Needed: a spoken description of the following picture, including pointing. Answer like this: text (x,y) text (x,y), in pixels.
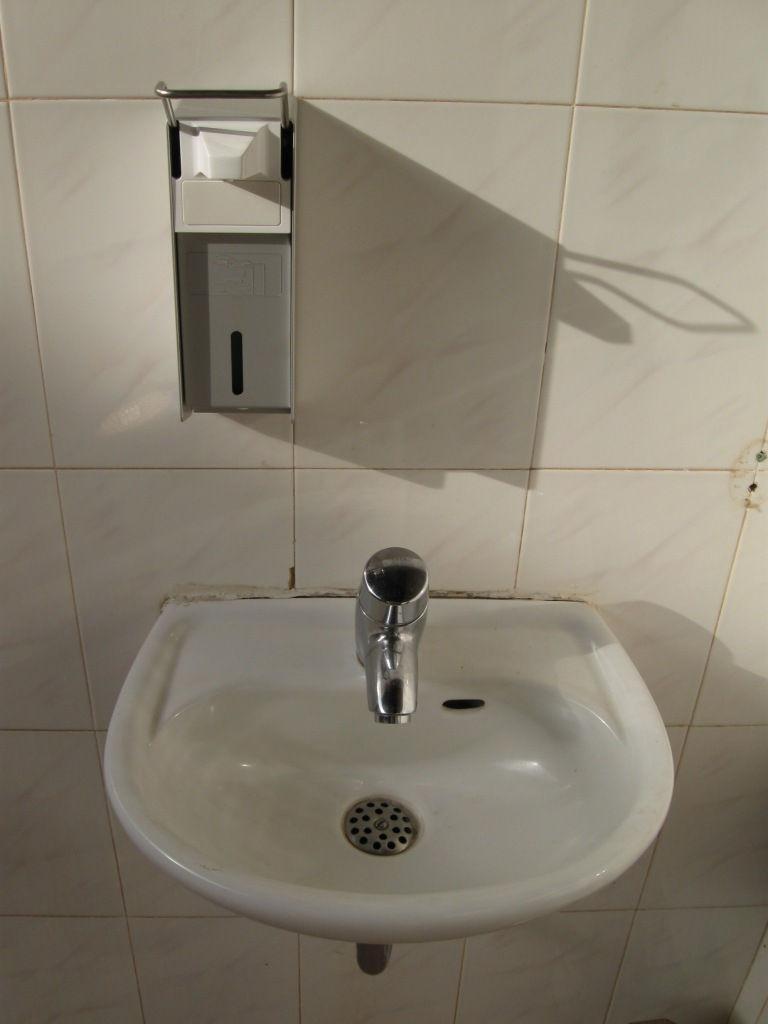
In this picture, we see a wash basin (346,684) and a tap (392,646). Behind that, we see a wall (506,345) which is made up of white tiles (99,479). We see a tissue stand (176,169) or a sanitizer box (239,341).
